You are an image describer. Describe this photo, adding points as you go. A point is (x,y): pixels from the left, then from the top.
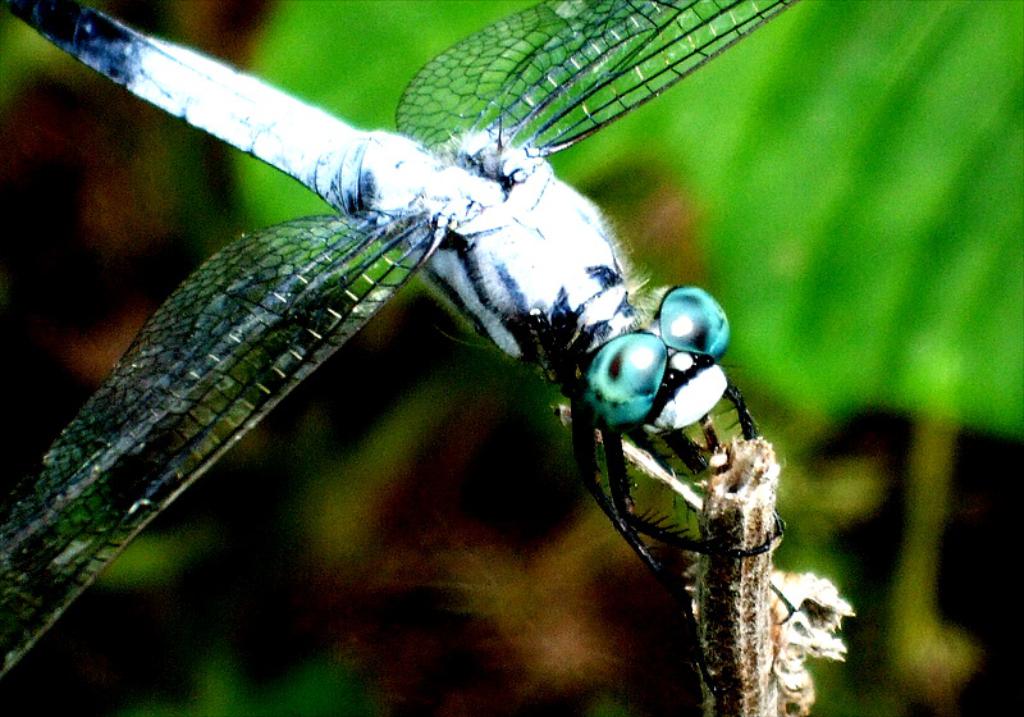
In this picture we can see an insect (534,302) on a wooden object (709,507) and in the background (680,199) it is blurry.
